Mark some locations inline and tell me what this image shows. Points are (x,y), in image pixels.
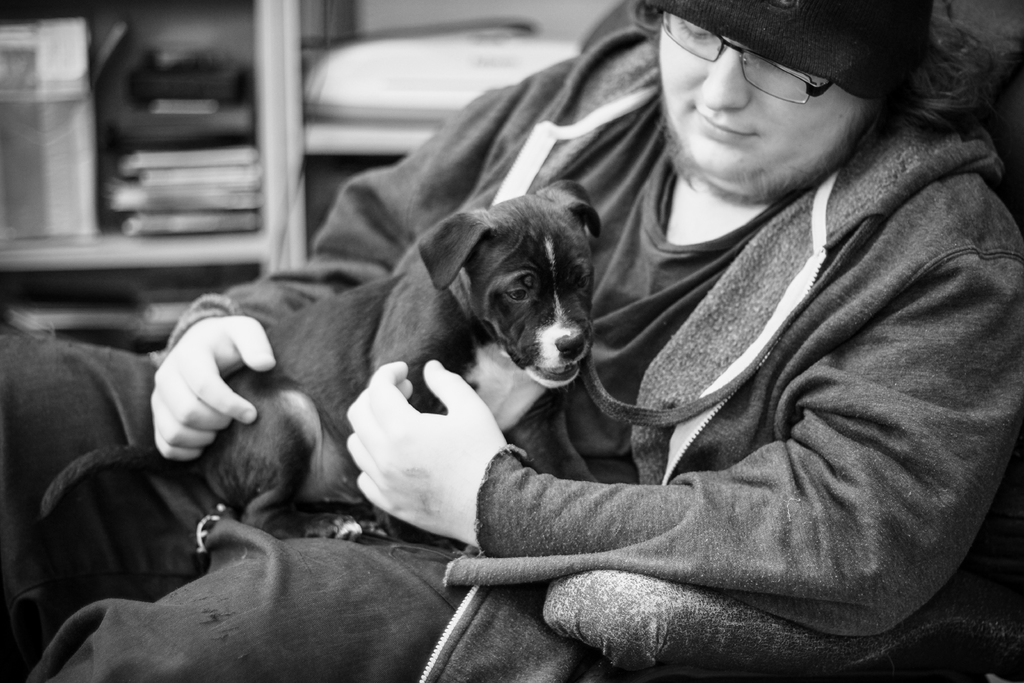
There is a man (857,137) who is wearing spectacles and monkey cap (843,20) pampering a puppy (258,507) by placing it on his lap (339,559), he also wearing black color jacket (856,275) and at the left side of the image (118,40) there are books (194,186).
